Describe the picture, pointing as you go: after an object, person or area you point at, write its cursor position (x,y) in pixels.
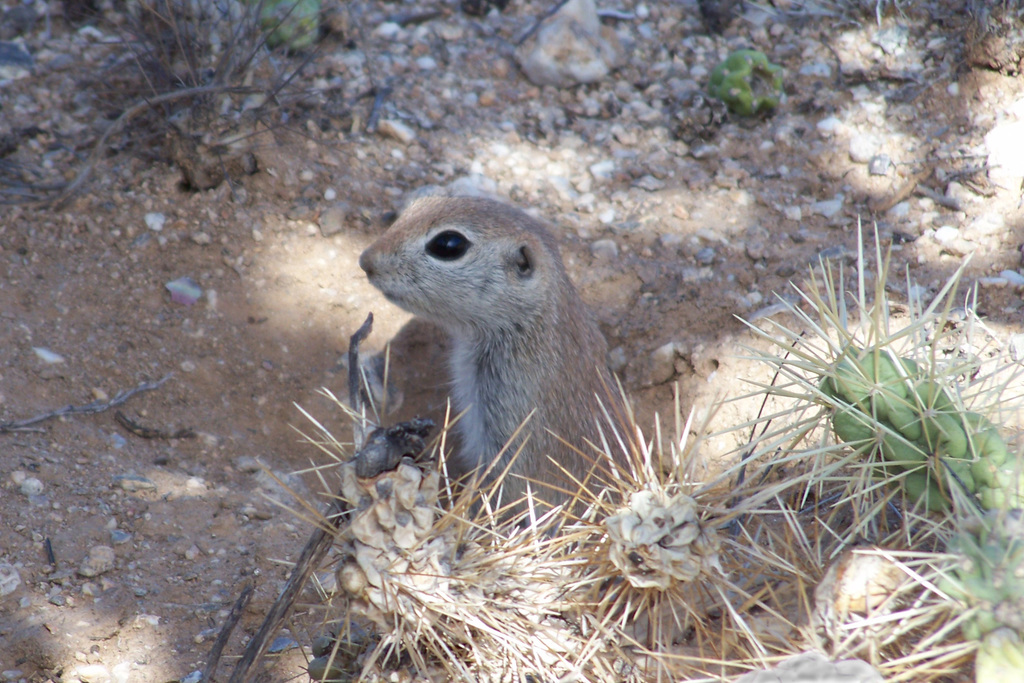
This image consists of a squirrel (461,429). There are small stones (324,53) in this image.
